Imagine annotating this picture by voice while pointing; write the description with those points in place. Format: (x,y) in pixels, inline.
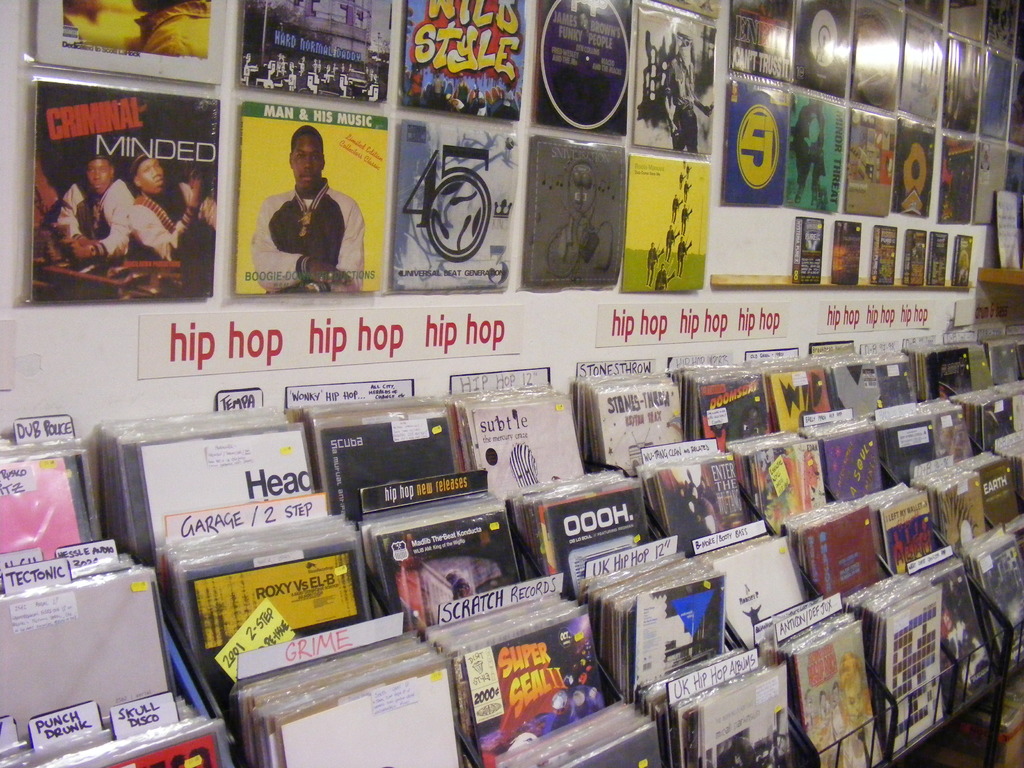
In this image I can see few records (36,492) and optical disc cases (604,472). These are arranged in a metal stand (924,732). Many posters (264,219) are attached on these objects (353,559). On the posters (271,191), I can see the text (432,217) and images (160,193). In the middle of the image (482,356) there is some text (260,334) on the papers (252,344) which are attached to the wall (70,351).
